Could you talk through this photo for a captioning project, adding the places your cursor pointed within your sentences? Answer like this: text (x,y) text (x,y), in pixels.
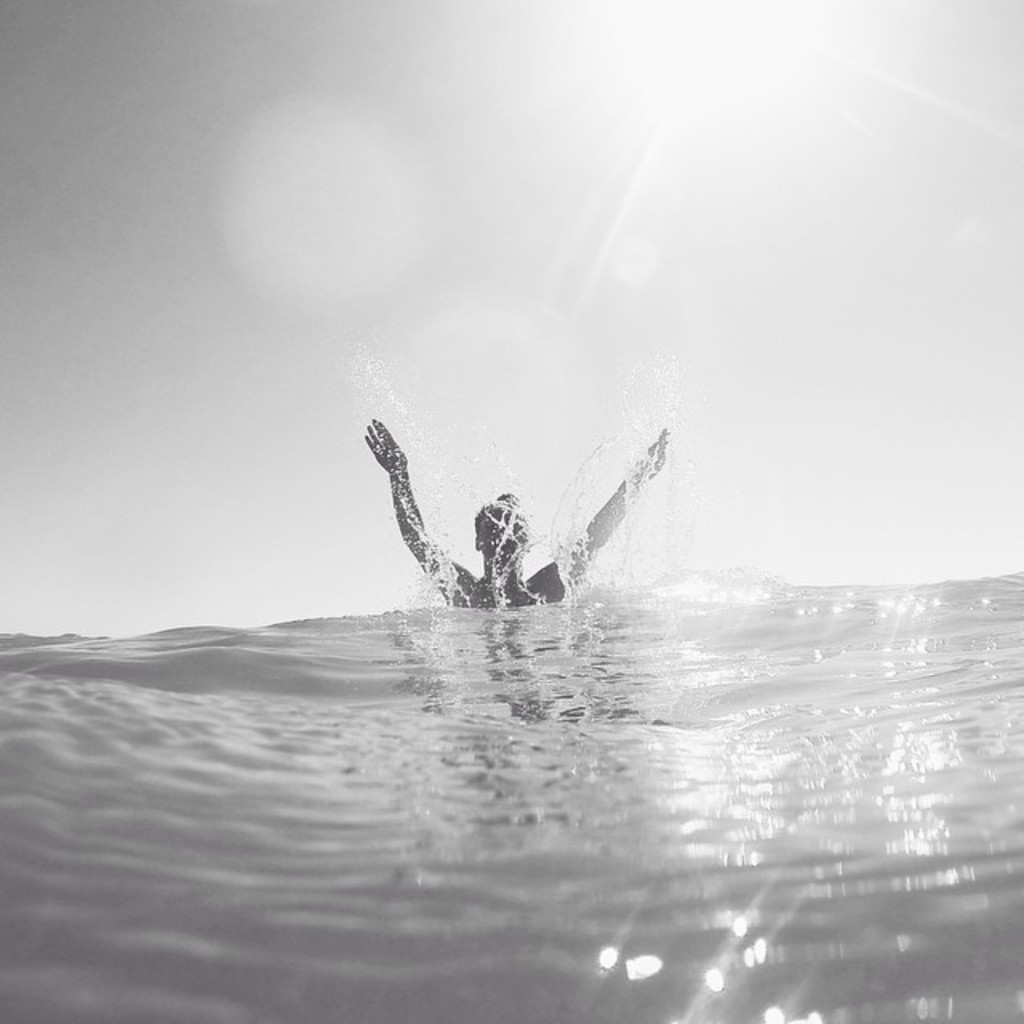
This is a black and white image. In this image we can see a person (644,480) in a water body (544,685). We can also see the sky (434,249) which looks sunny.
